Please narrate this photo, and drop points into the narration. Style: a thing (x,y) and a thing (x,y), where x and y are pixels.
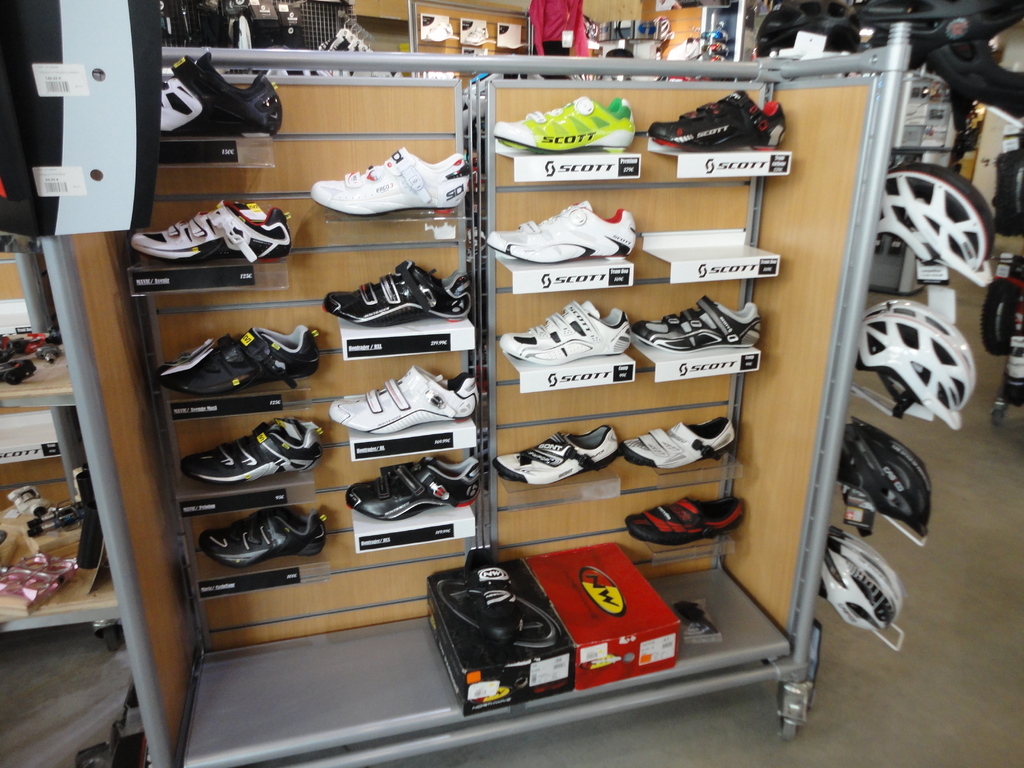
In this picture I can see the racks (275,196) in front (287,137), on which there are number of shoes (454,168) and I see few boards (540,171) on which there is something written and on the bottom of this picture (455,603) I can see 2 boxes (454,619). On the right side of this picture (895,233) I can see the helmets (901,355). In the background (387,21) I can see few more things (482,19).
